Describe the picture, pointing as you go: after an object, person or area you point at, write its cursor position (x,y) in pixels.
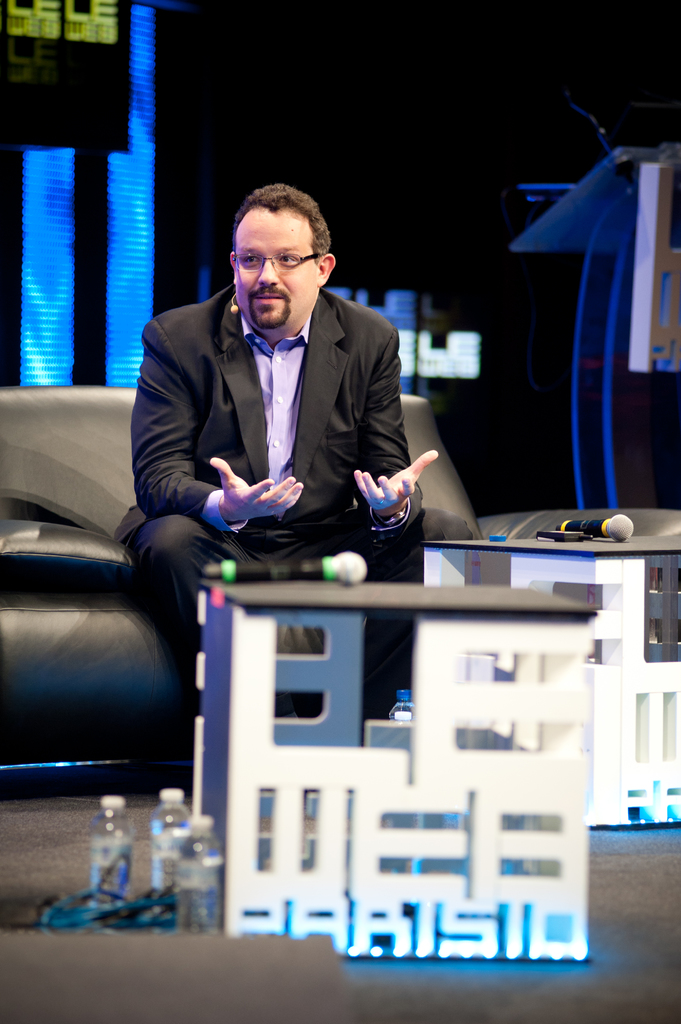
In the middle of the image (310,611) there are some tables (618,545), on the tables (371,604) there are some microphones (623,534). Beside the tables (415,657) there are some water bottles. Behind the tables (675,549) a person (251,337) is sitting on a couch (22,462). Behind him there is a podium (680,395) and wall (408,22).
